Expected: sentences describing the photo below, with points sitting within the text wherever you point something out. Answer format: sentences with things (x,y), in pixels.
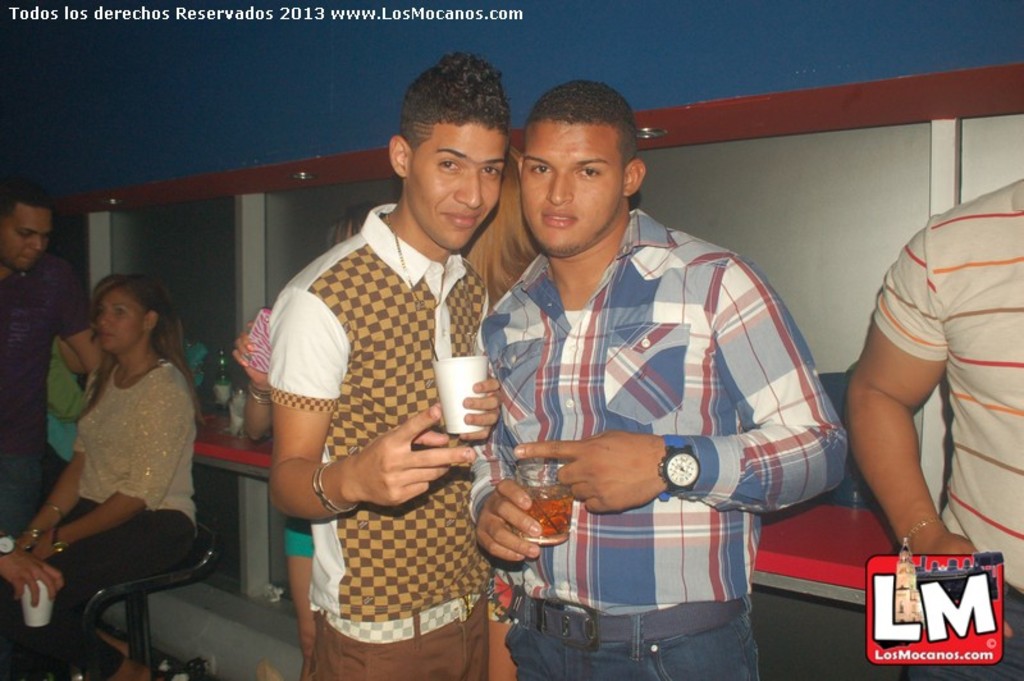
In this image we can see two men (494,380) are standing and holding glasses (471,383) in their hands (511,498). In the background (22,236) we can see few persons (152,479), bottles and objects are on a platform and wall (232,245). At the top (54,12) we can see texts (82,12) written on the image and at the bottom corner (901,571) on the right side (901,571) we can see a logo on the image.
